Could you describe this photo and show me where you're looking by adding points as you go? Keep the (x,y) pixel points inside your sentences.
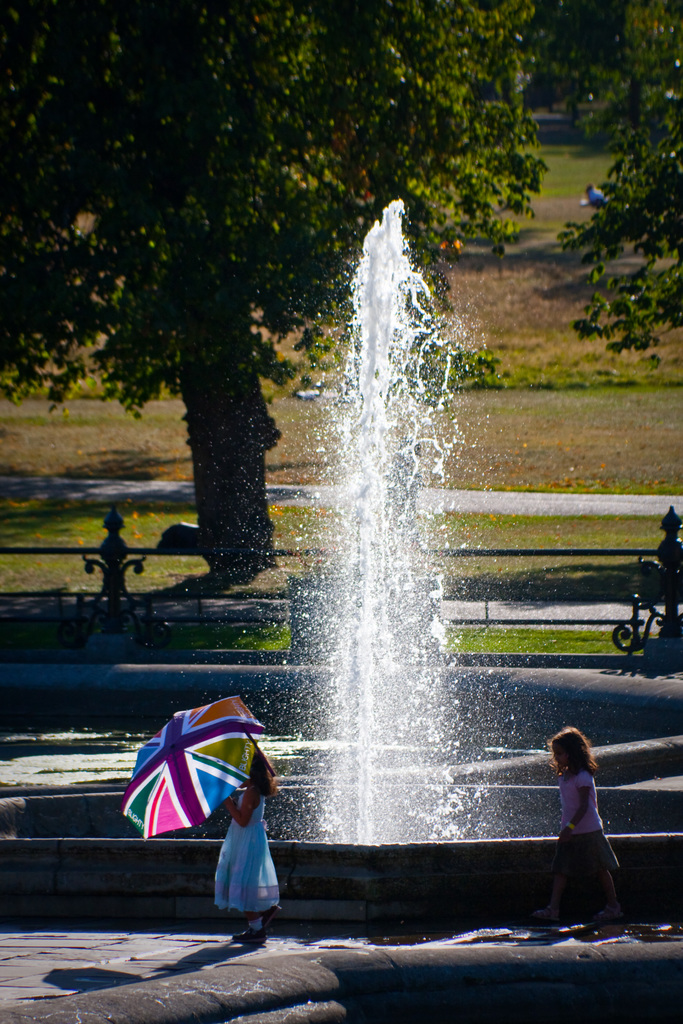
In the image there is a water fountain (389,563) in the middle (417,594) with two girls (260,816) walking in front of it, a girl (252,768) holding an umbrella (205,743) and in the back (273,191) there are trees (296,226) on the grassland (544,424).
